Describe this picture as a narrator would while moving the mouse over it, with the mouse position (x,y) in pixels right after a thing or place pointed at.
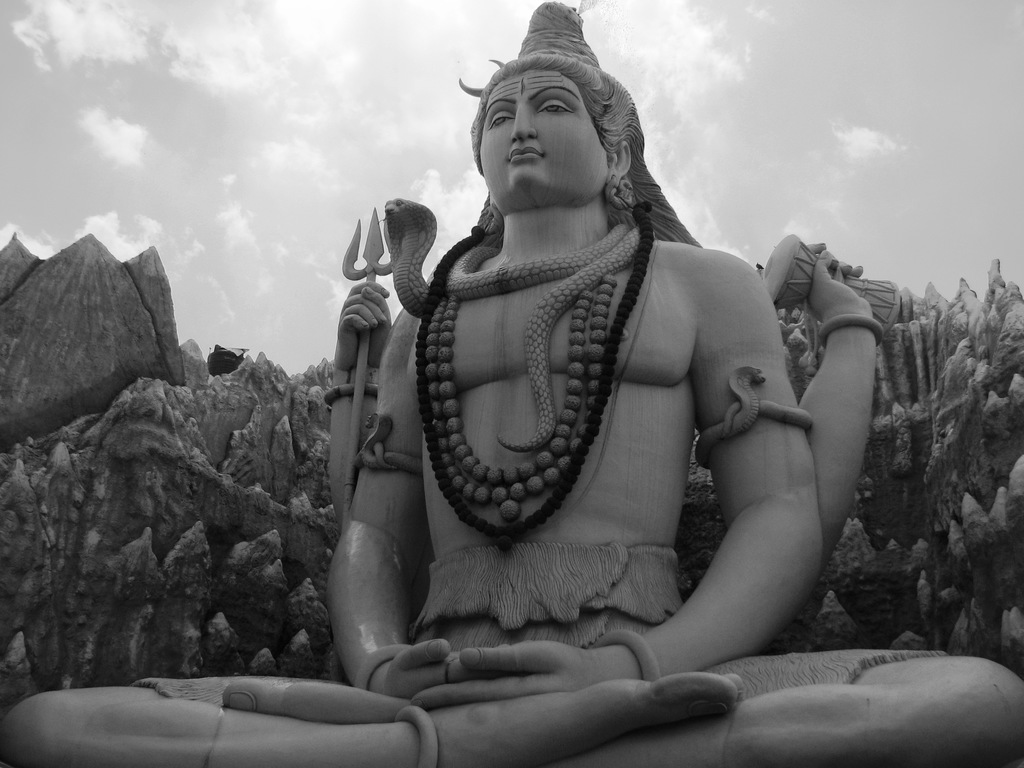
As we can see in the image there is a sky (305,112) and lord Shiva statue (568,277).
